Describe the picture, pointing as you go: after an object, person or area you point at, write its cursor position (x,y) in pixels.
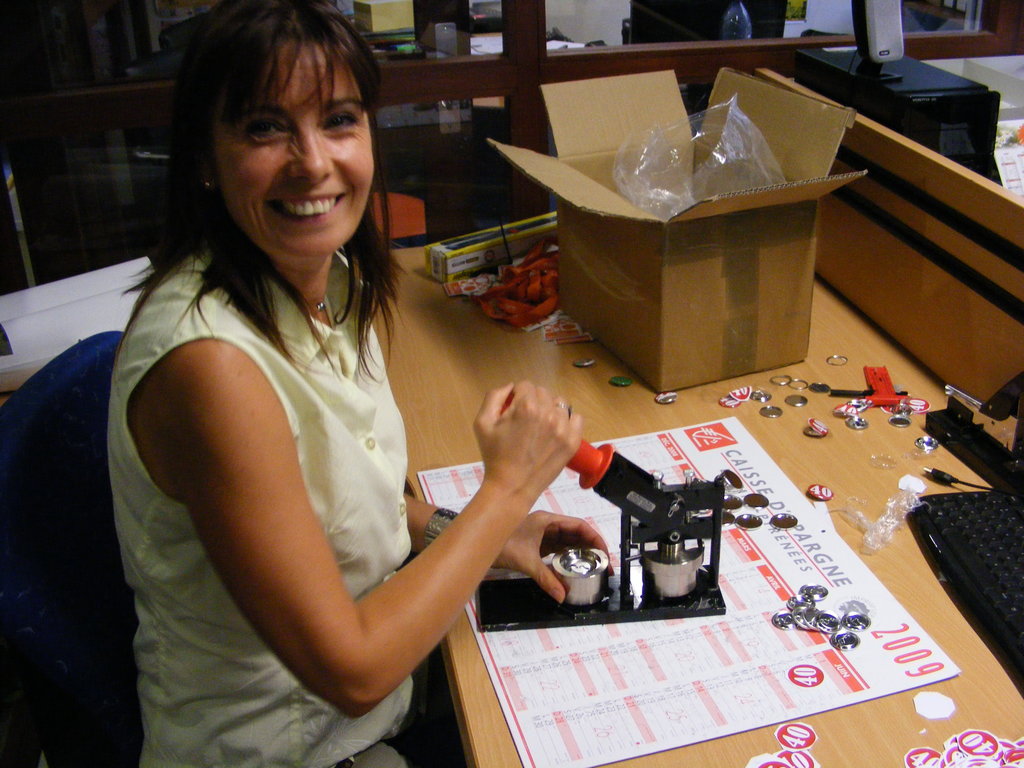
In the image there is a woman (591,532) who is sitting on chair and holding something on her hand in front of a table (831,460). On table (844,482) we can see a paper (805,576), box (708,228), coins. In background (693,48) there is a speaker (878,28), door (569,64), cpu (957,118).
